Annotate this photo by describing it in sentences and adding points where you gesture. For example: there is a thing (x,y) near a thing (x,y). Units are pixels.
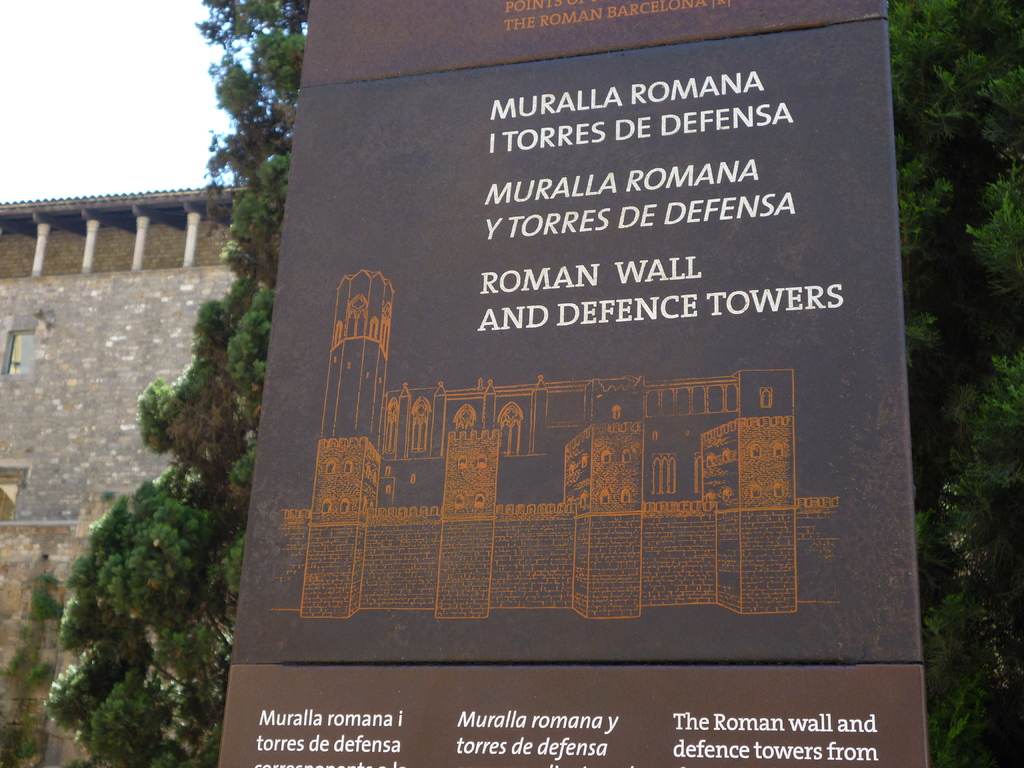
Here I can see a board (367,219) on which I can see some text (585,175) and a structure (424,502) of a building (667,545). At the back of it there are some trees (933,444). On the left side (67,379) there is a building (81,216). At the top of the image (115,127) I can see the sky (115,132).
